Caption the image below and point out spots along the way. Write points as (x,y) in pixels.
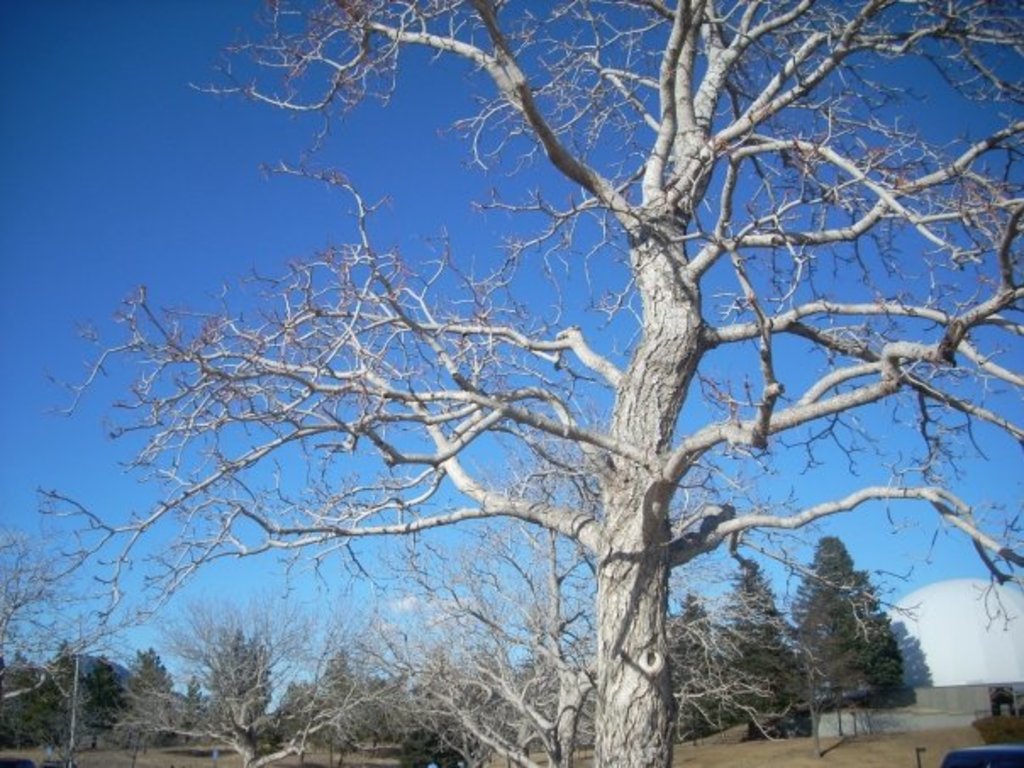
In this image we can see trees (530,605). In the background (943,602) there is a dome shaped architecture (923,659) and also there is sky (137,207).
